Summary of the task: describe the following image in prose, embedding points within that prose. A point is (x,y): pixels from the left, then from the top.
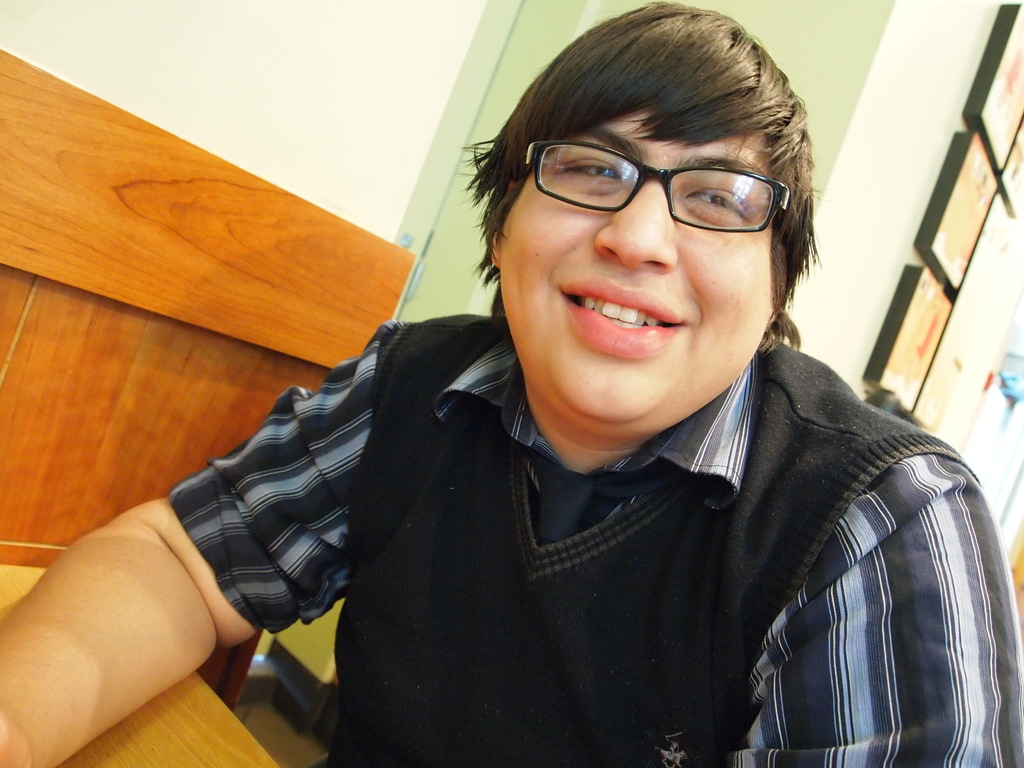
In this image we can see a man (689,403) wearing spectacles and smiling and there is a table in front of him. We can see a wall (876,34) and there are some objects (886,316) in the background (981,154).
